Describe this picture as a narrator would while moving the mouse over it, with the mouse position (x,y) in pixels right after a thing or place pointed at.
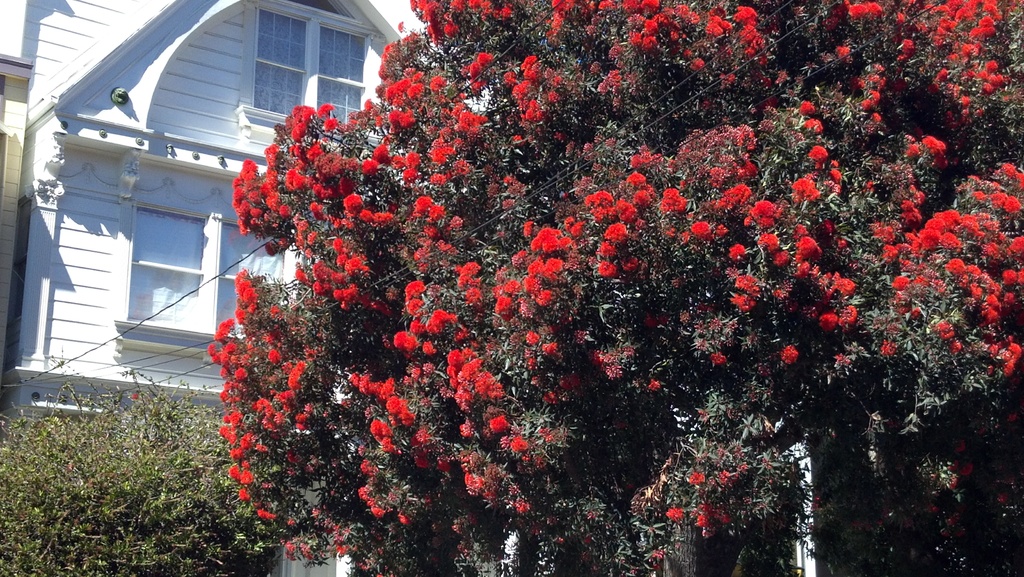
In the picture I can see trees (466,253) with red color flowers (278,411), I can see the shrubs (209,503) and the white color house (198,208) in the background (217,261).
